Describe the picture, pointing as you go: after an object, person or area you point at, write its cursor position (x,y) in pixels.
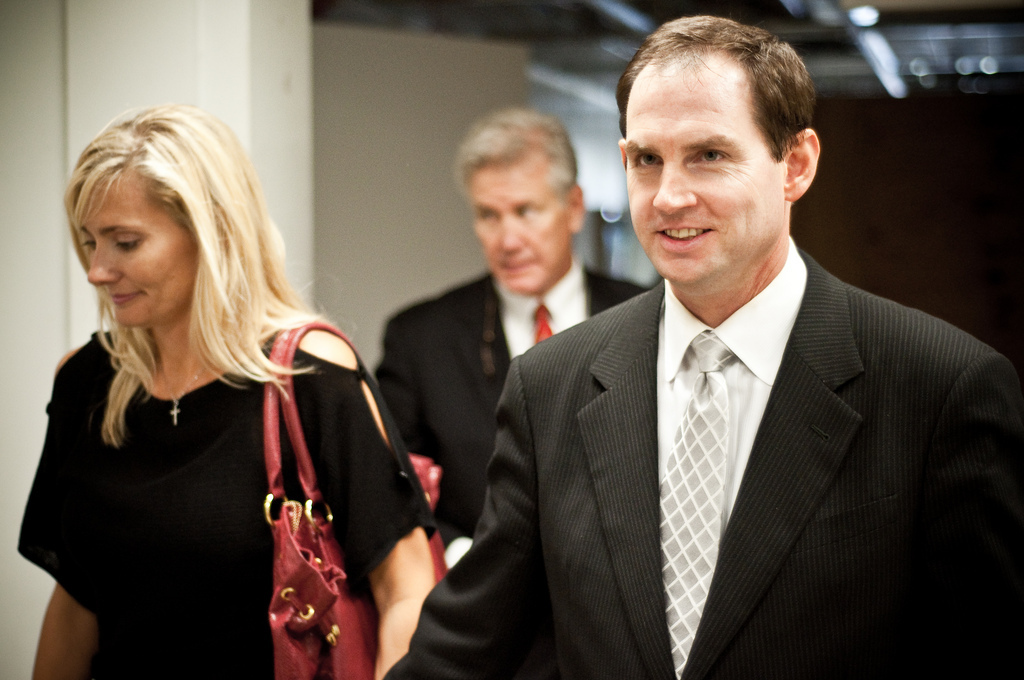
In this image, we can see people (301,415) and one of them is wearing a bag (289,403). In the background (323,64), we can see some lights (887,54) and there is a wall (335,88).
